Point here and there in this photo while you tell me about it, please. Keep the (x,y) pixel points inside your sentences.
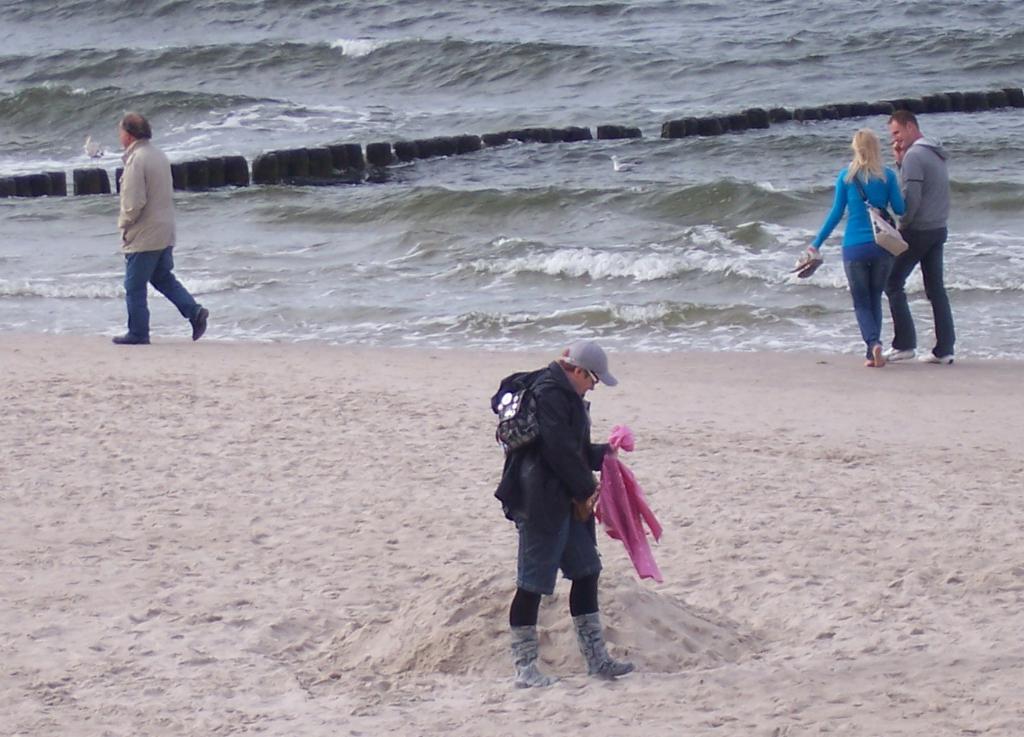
In this image a person (516,633) standing on the land (271,596) is holding a cloth (640,520) and carrying a bag (528,384). He is wearing a cap (585,350). Left side (135,118) there is a person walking on the land (217,389). Right side (869,227) there is a woman (857,267) holding slippers (798,276) in her hand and carrying a bag (873,210). Beside her there is a person (923,211) walking on the land (450,408). There are few stones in water (566,170) having tides (565,204).
